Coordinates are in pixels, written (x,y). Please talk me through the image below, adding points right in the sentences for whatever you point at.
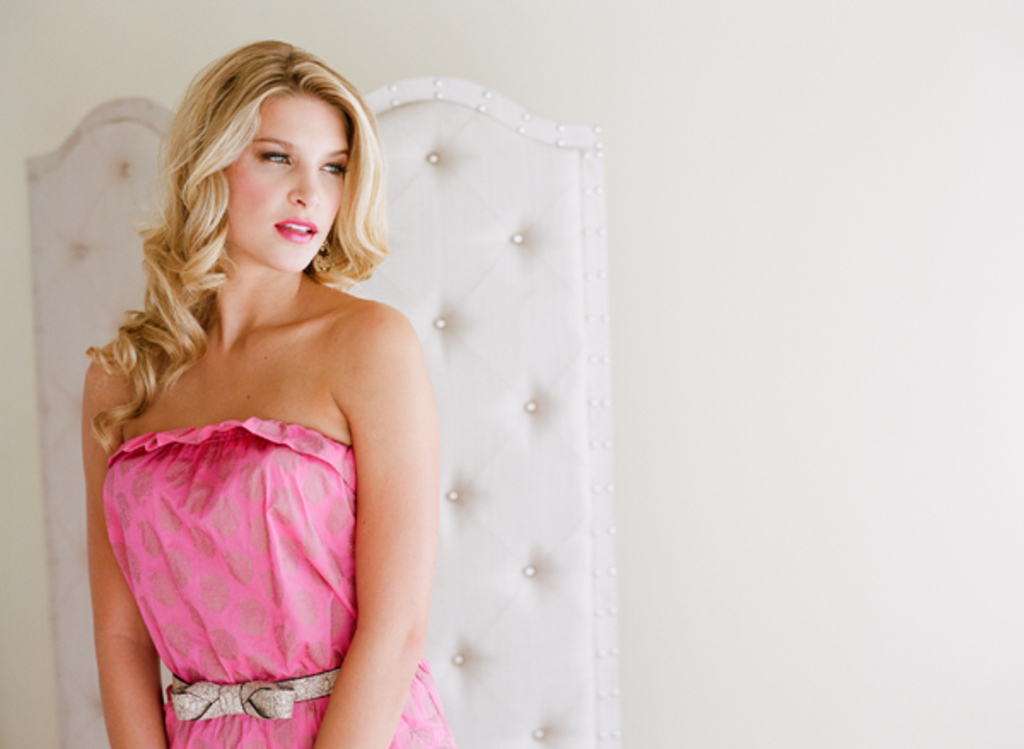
There is a woman (388,568) in pink color dress (276,601), looking sideways and standing near a white wall (737,205) and white color object (563,229).
